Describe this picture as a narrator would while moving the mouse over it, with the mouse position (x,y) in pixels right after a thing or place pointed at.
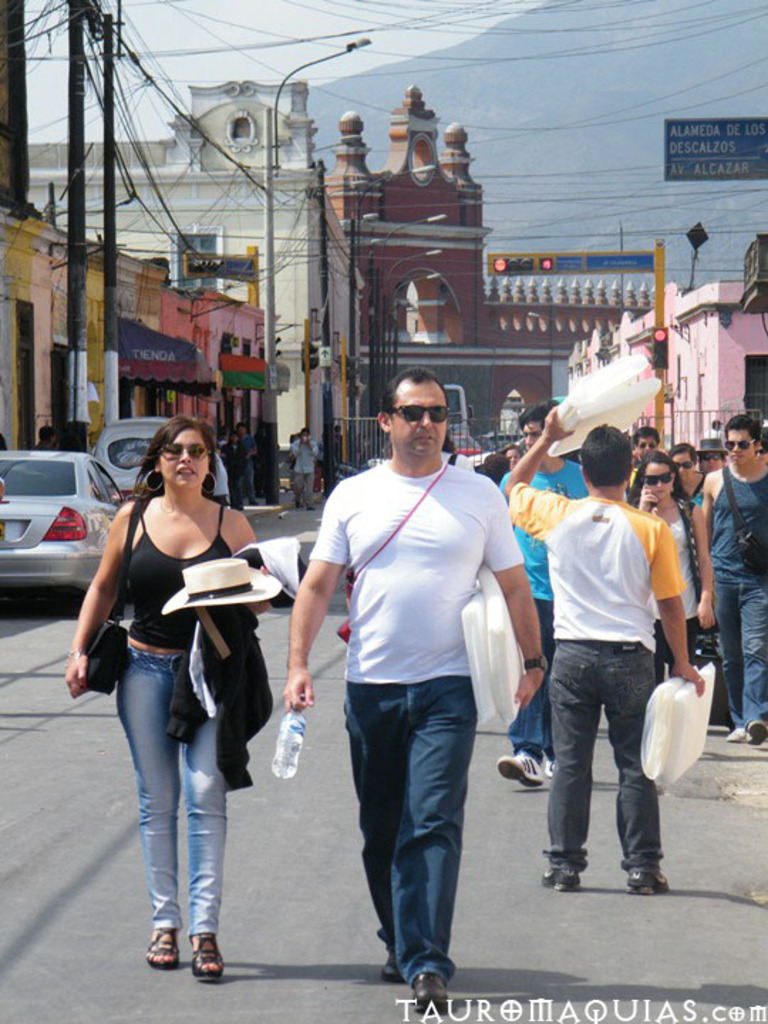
In the picture I can see a couple (287,696) walking and holding few objects (247,687) in their hands (290,678) and there are few persons (566,460), vehicles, buildings (364,269), poles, wires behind them and there is a mountain (525,74) in the background (505,62).
